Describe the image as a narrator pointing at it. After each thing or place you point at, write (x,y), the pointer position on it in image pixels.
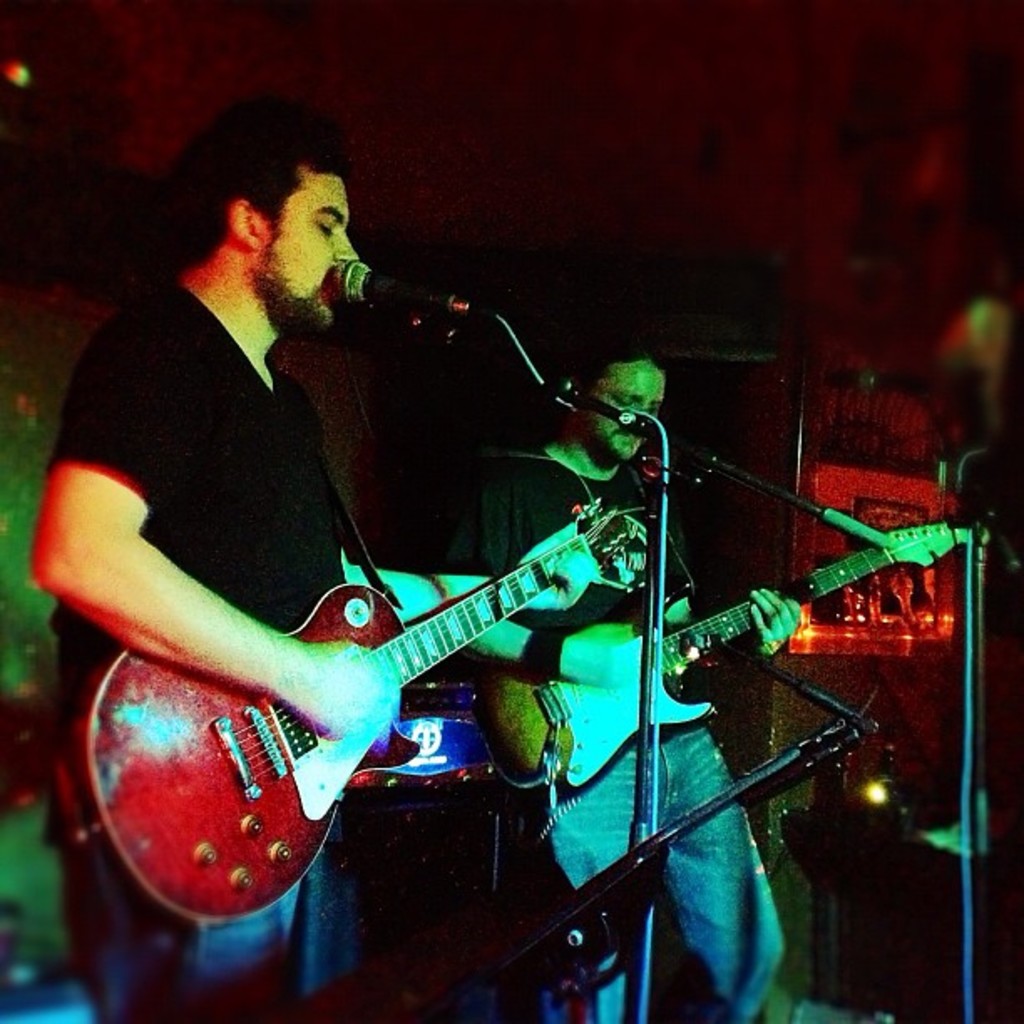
In this image there are two people (581,561) standing and playing guitars (536,560). At the front (588,400) there are microphones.
